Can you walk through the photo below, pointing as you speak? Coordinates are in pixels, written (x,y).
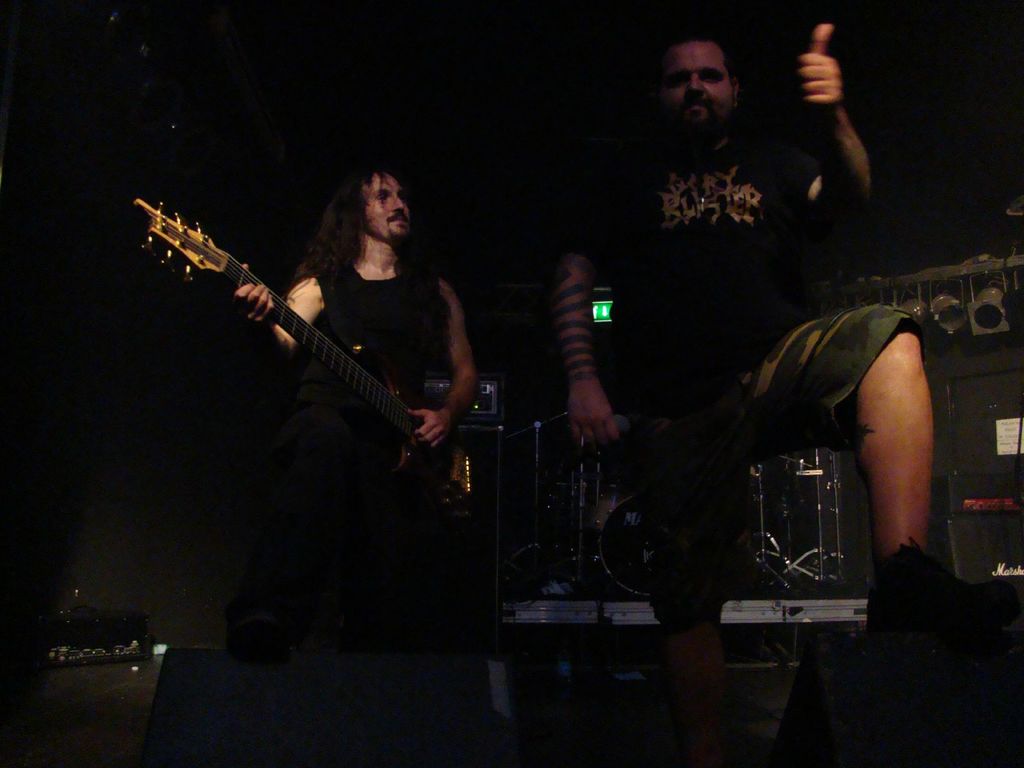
The person (349,348) in the left (297,309) is holding a guitar (408,407) and the person (701,321) beside him is standing and holding a mic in his hand (580,420) and there are drums (588,462) behind them.
